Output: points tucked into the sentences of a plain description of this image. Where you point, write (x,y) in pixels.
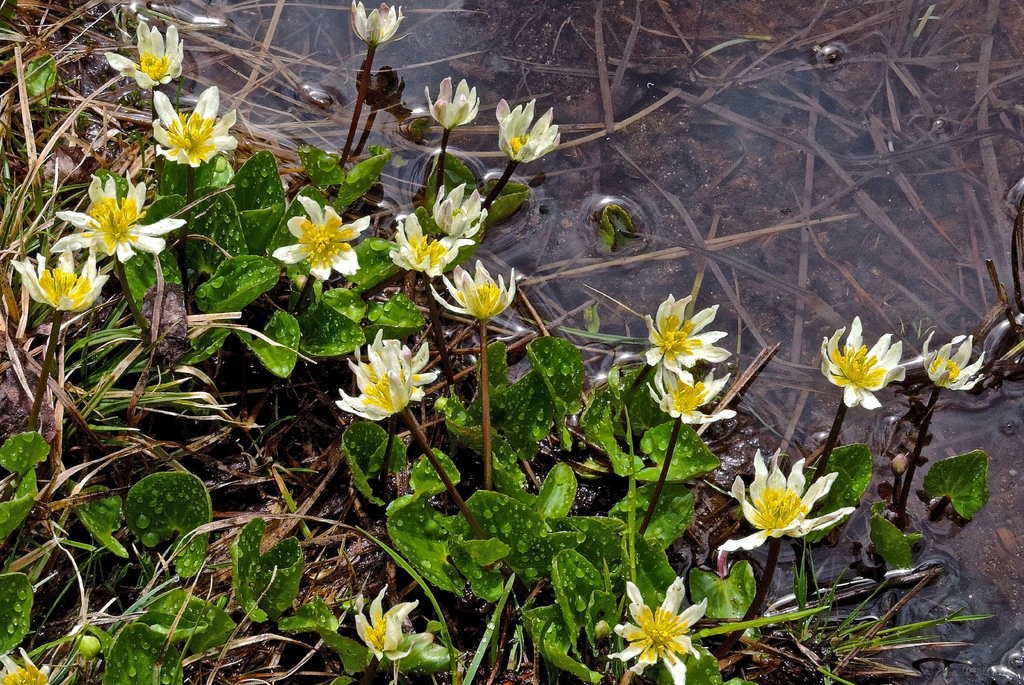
In the foreground of this image (464,333), there are flowers (398,408) to the plants (550,495) and on the top (830,158), there is water (826,201) and grass (826,219) under it.
